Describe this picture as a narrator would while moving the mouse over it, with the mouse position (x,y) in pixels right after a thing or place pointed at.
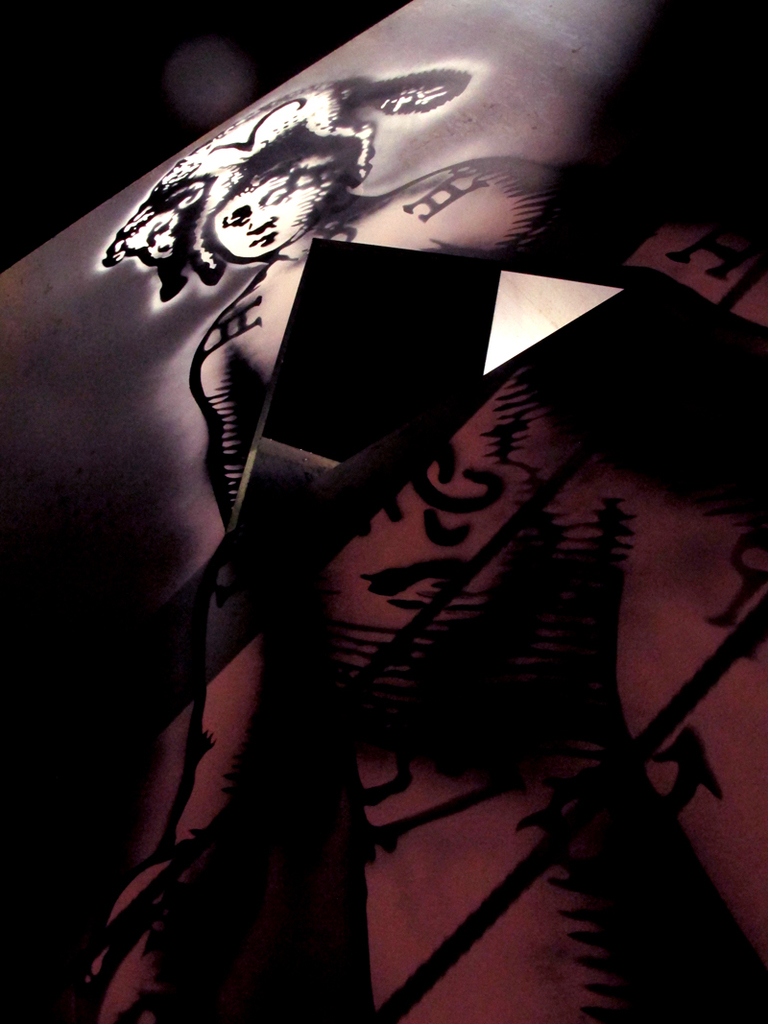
We can see designs (590,740) and a picture (304,253) on a board (359,642) and there is a triangular cut (450,341) in the middle of the board (356,204).
